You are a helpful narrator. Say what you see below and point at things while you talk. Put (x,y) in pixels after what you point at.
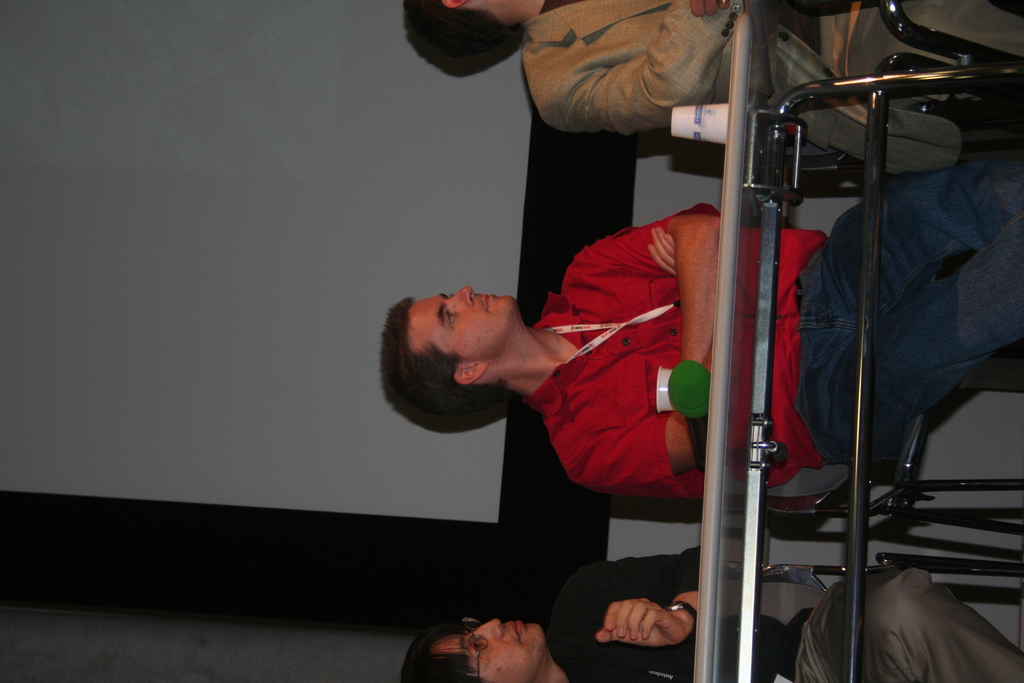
In this picture there are three people (624,581) sitting on the chairs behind the table (701,675) and there are cups (724,122) and there is an object (695,409) on the table (722,510). At the back (201,420) it looks like a screen (271,502).
